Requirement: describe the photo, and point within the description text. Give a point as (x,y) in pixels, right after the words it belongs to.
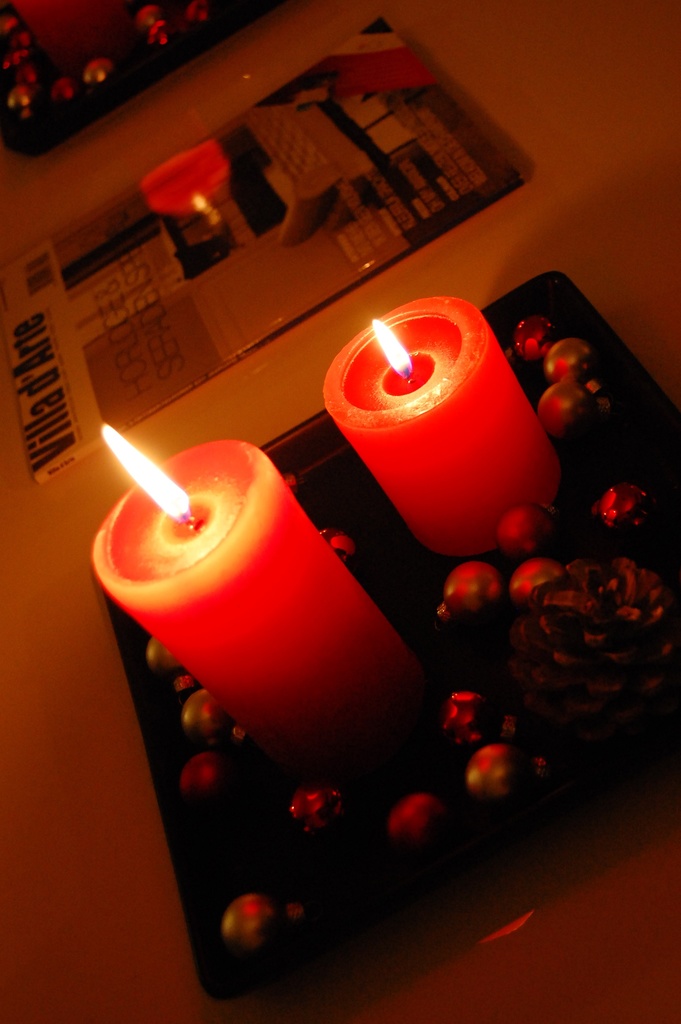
In this picture there are two red color candles (395,419) in a black tray (232,804), which is placed on the table top (452,237). Beside there is a book (113,292).
